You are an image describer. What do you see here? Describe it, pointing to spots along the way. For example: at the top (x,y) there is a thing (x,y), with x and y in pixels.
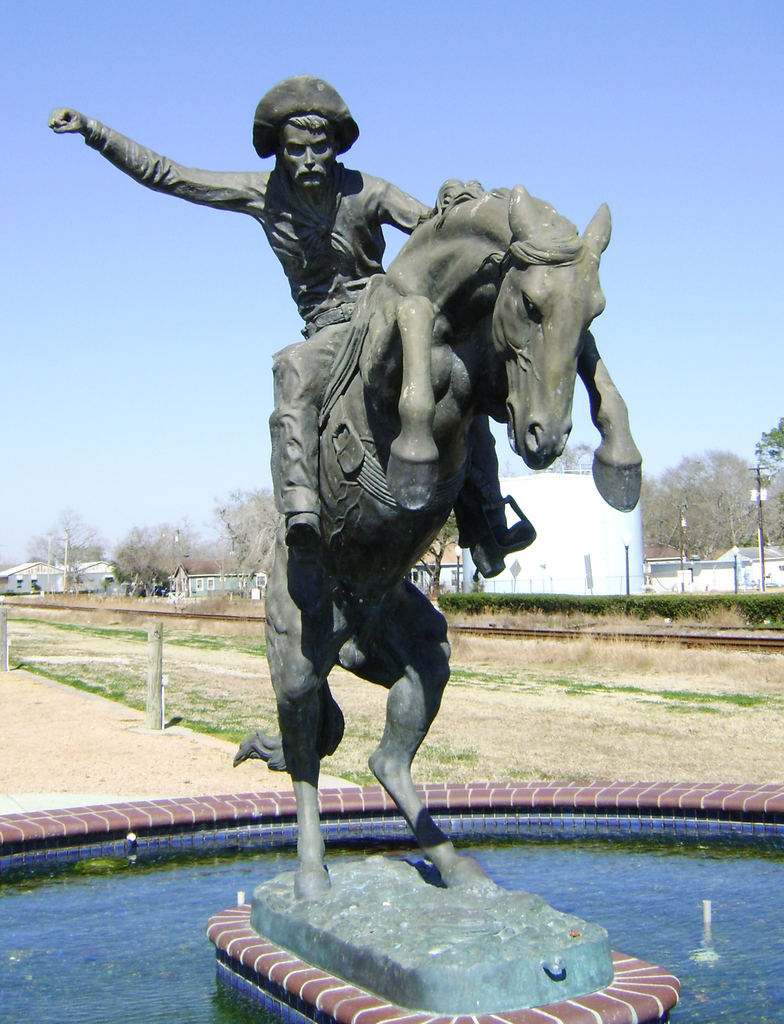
In this image, There is water (542,873) which is in blue color, In the middle (369,671) there is a horse statue (363,588) on that there is a man (348,288) sitting and raising his hand (150,172), In the background (622,695) there is a ground (266,685) in brown color and there are some trees (718,491) which are in green color, There is sky (639,264) which is in blue color.
